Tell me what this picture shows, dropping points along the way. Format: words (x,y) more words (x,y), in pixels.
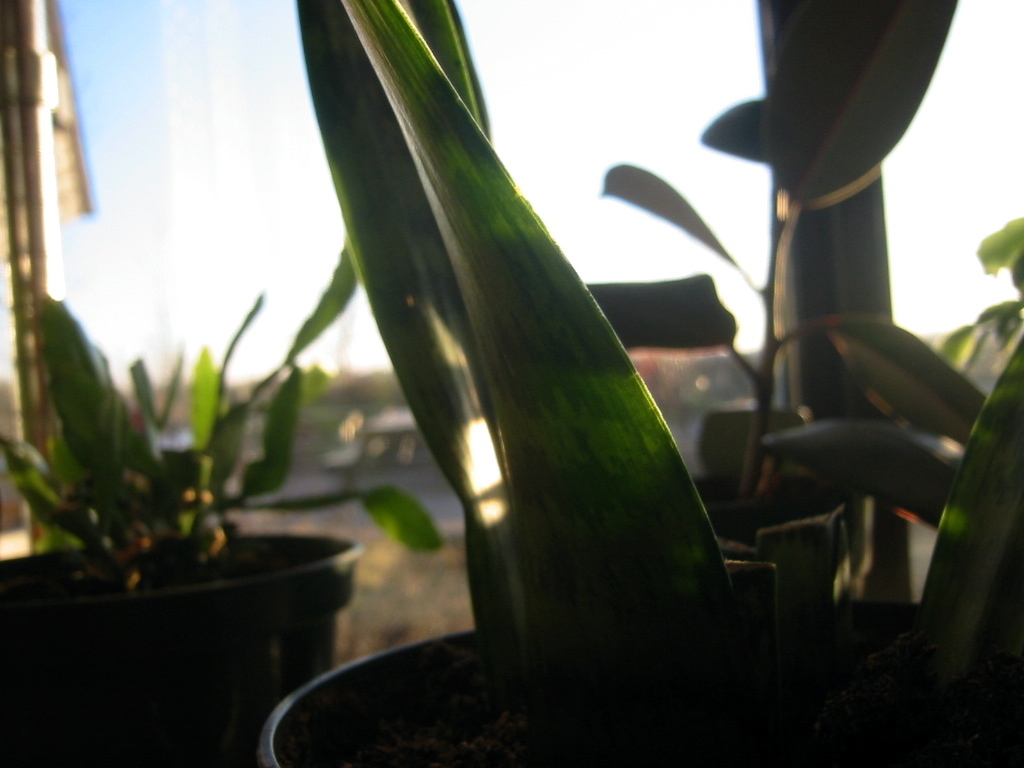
In this picture we can see plants (148,526) in the front (259,586), it looks like a bench (399,464) in the background (384,452), there is the sky (183,60) at the top of the picture (161,45).
